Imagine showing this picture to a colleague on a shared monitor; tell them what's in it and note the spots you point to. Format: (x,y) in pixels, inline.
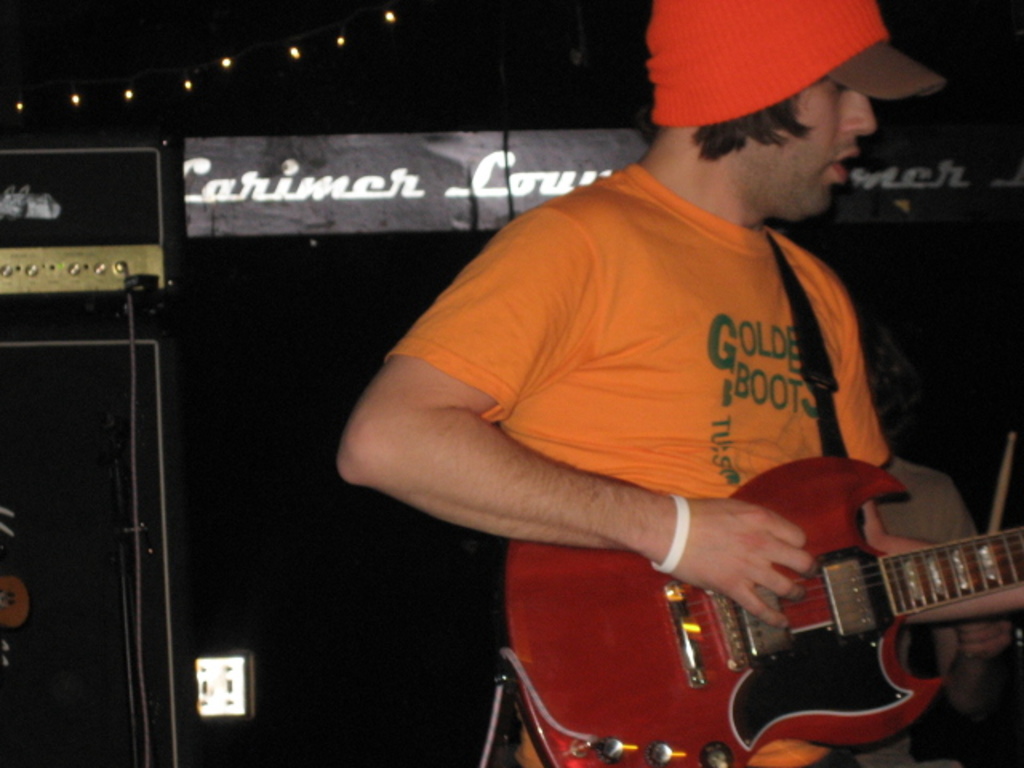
In this image i can see a person (697,366) wearing a hat (771,74) and orange t shirt (680,299) is standing and holding a guitar (847,616). In the background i can see another person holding a stick (1004,484), few lights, a board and the speaker (149,335).
